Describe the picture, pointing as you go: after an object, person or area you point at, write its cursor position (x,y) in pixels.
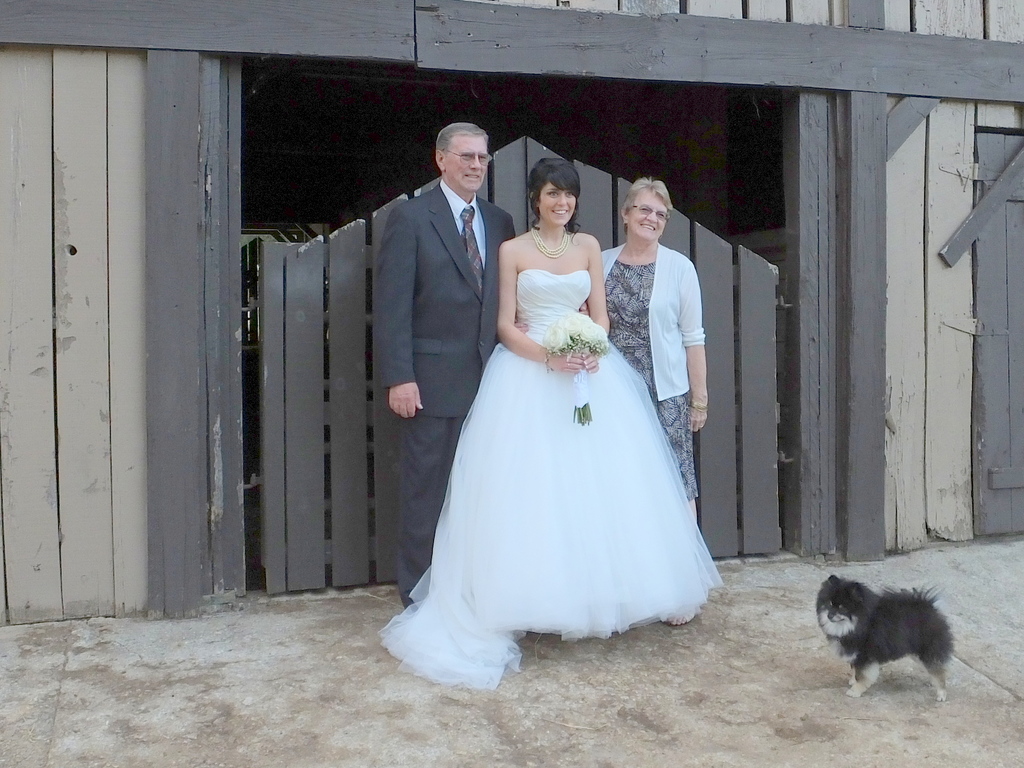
In this image we can see persons (563,396), a bouquet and a dog (837,593). In the background of the image (336,245) there is a gate (754,337), wooden texture (797,255) and other objects (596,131). At the bottom of the image (522,686) there is the floor (641,686).
